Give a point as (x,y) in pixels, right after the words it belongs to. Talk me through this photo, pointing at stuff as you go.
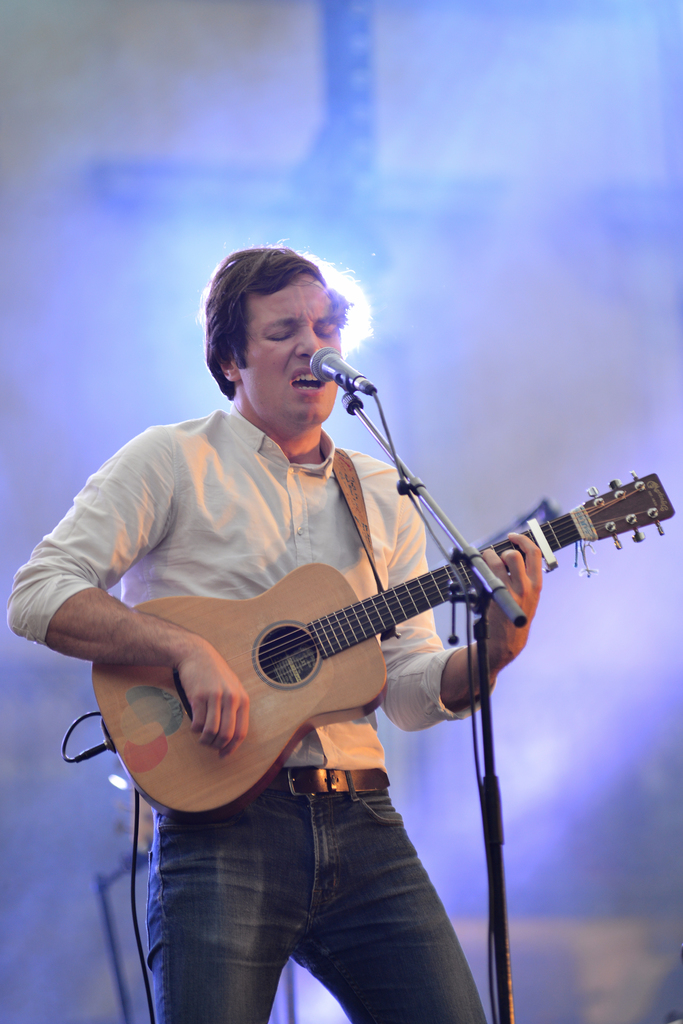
In this image I can see a man (216,544) wearing white shirt (201,521), standing and playing a guitar (290,704). Also he is singing a song.
